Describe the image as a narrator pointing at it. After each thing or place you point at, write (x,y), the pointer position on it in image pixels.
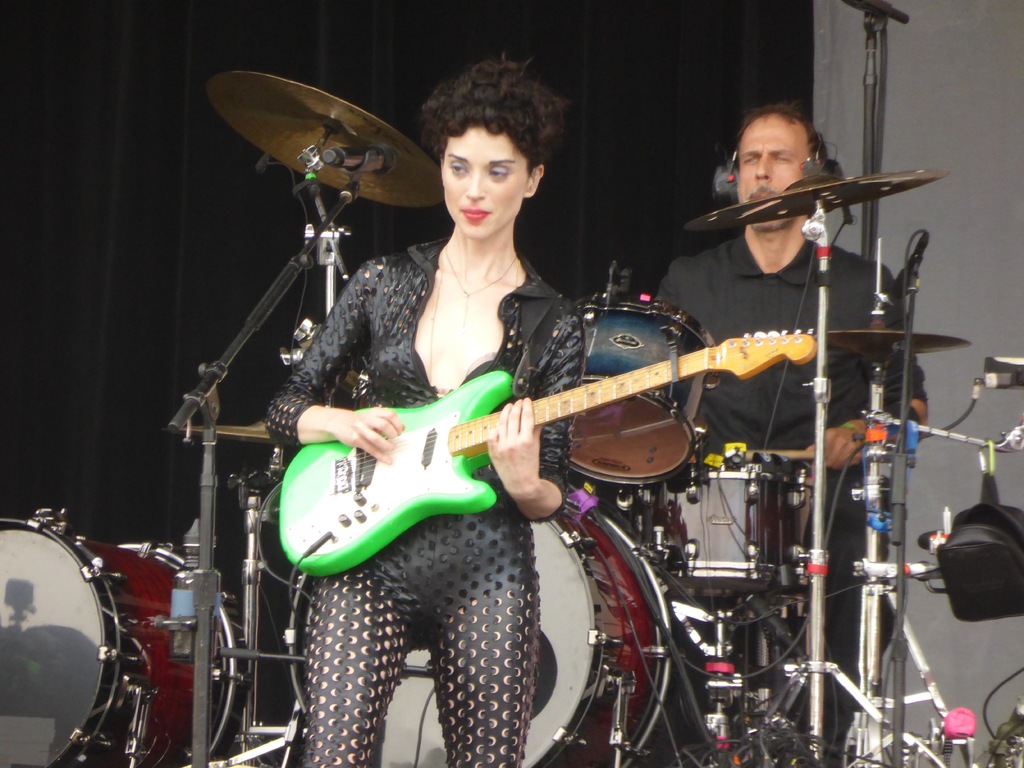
In this image we can see a woman (482,668) is standing and playing green color guitar (403,499). She is wearing black color costume (488,571). Behind her one man (725,401) is playing drums (725,538) and black color curtain (86,235) is present.
